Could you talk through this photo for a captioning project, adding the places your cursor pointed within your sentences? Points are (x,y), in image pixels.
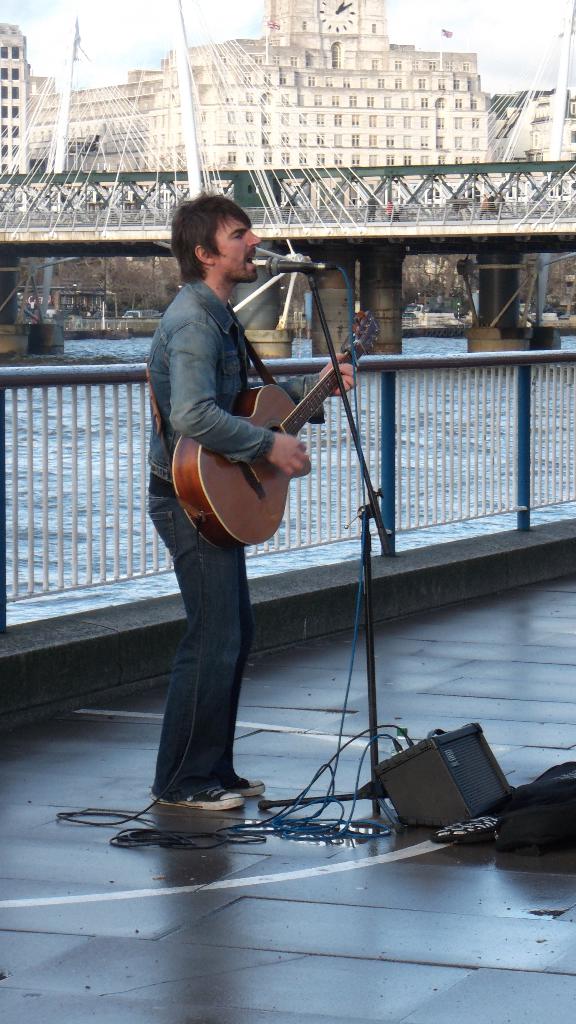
There is a man (202,226) standing on the floor (222,813) playing a musical instrument (237,458) through microphone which is connected to the sound box (406,761) which is placed on the floor (541,763) and at the backside of the man (198,539) there is a fencing (444,388) and at the top of the image (47,220) there is a bridge (267,188) and a wall (244,132) which has a wall clock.
